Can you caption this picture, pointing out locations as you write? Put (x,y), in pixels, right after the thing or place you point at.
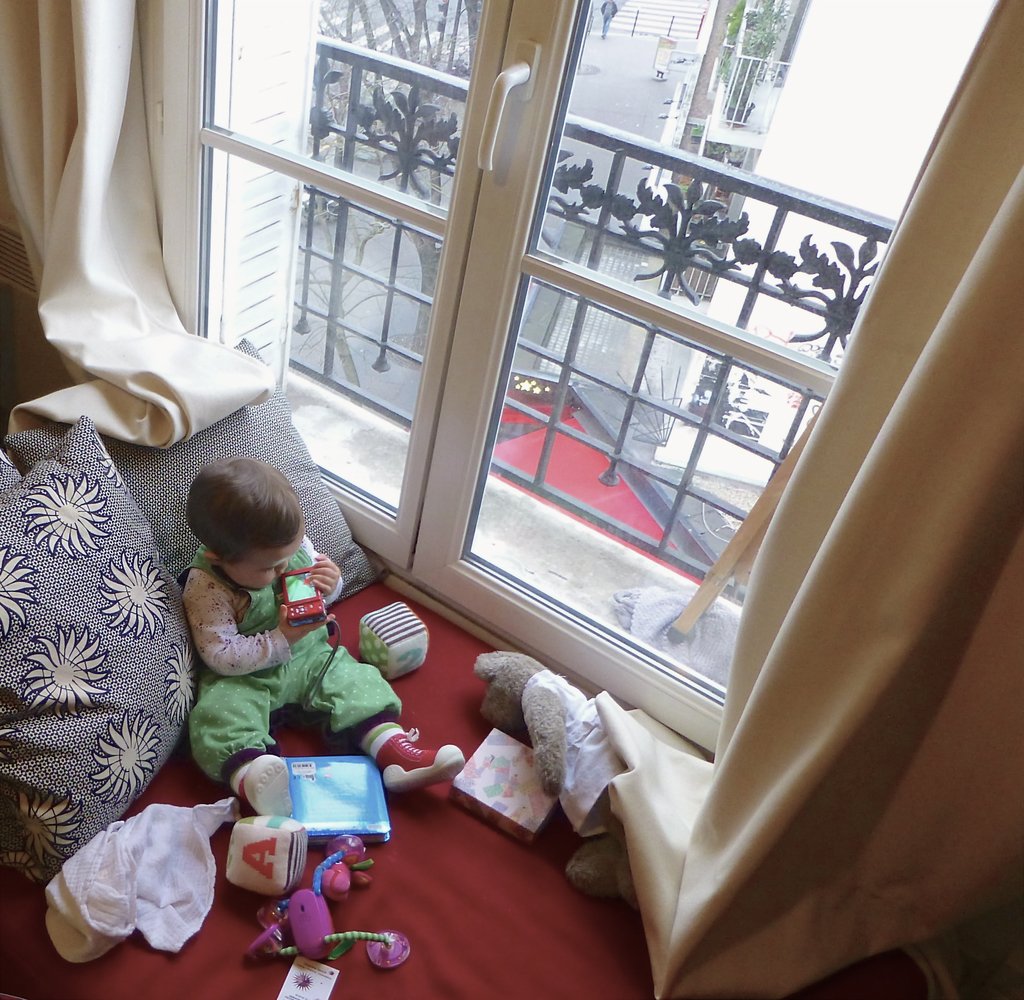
In this picture I can see a child (305,666) is sitting and holding some object (305,598). I can also see toys (323,874), pillows (150,617), curtains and other objects (336,806). In the background (654,344), I can see a window (638,306), road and a balcony (648,231).
